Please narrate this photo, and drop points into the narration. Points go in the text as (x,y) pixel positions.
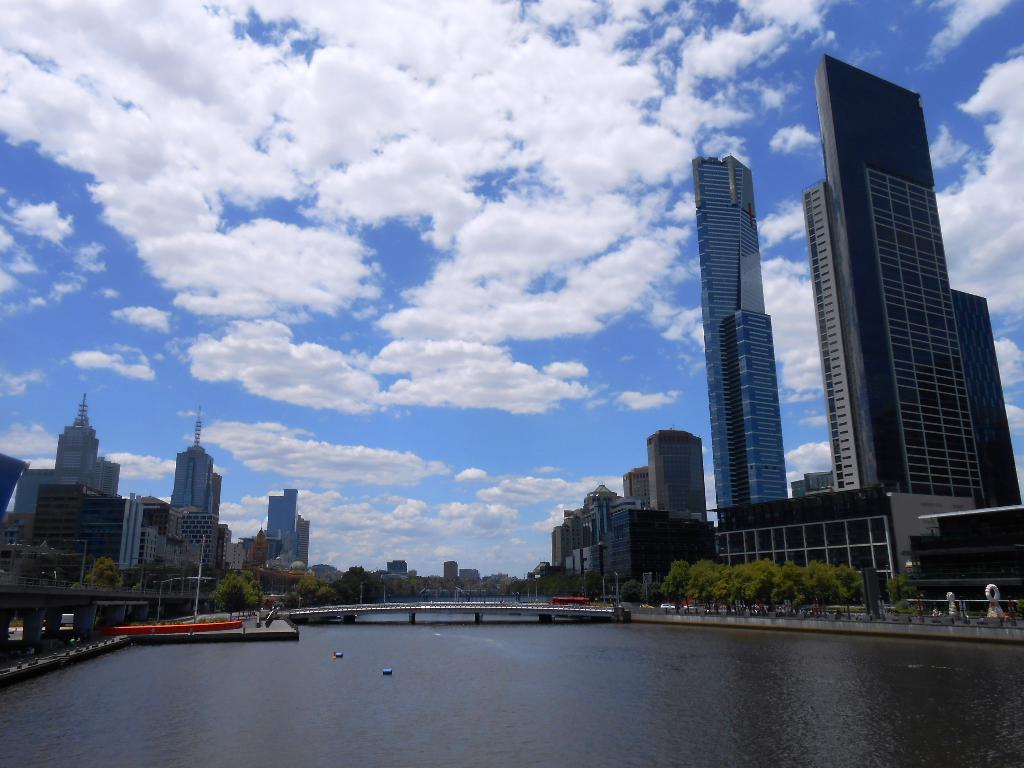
In this image there is a big river (628,730) with bridge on it, also there are so many trees (345,577) and buildings (301,541) beside that.
